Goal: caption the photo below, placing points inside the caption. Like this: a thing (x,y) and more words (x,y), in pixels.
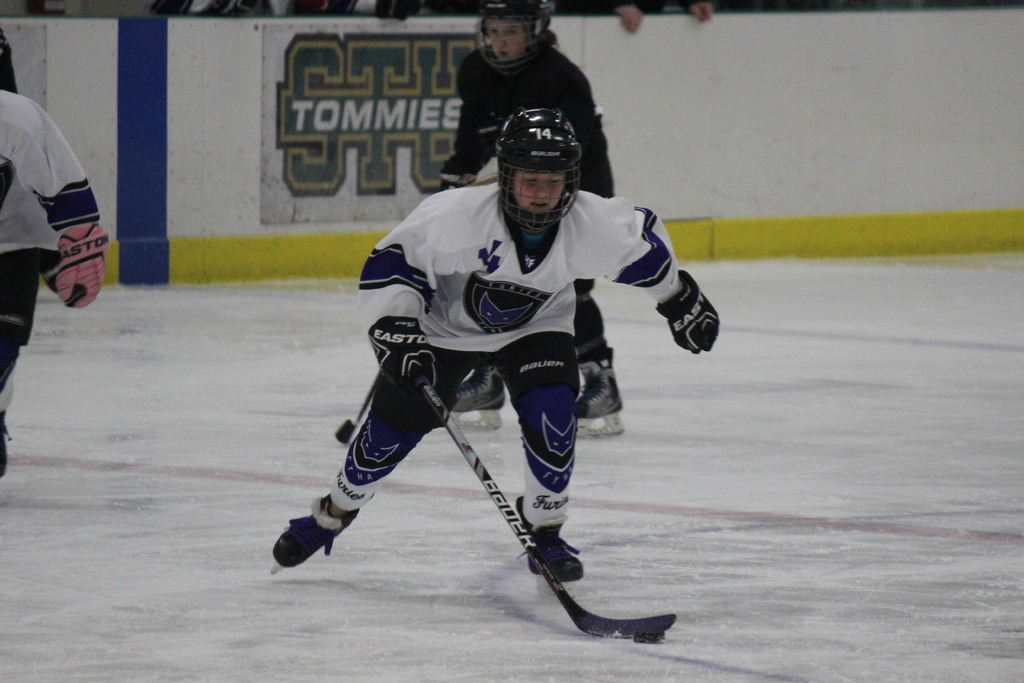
In this image there is a skating surface (750,336), on which there are three persons (536,7) visible, one person (488,347) holding a stick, wearing a helmet (512,118), there is a fence (658,72), behind the fence (370,23) there is a person (631,6) and on the fence (322,140) there is text (346,123) visible.
